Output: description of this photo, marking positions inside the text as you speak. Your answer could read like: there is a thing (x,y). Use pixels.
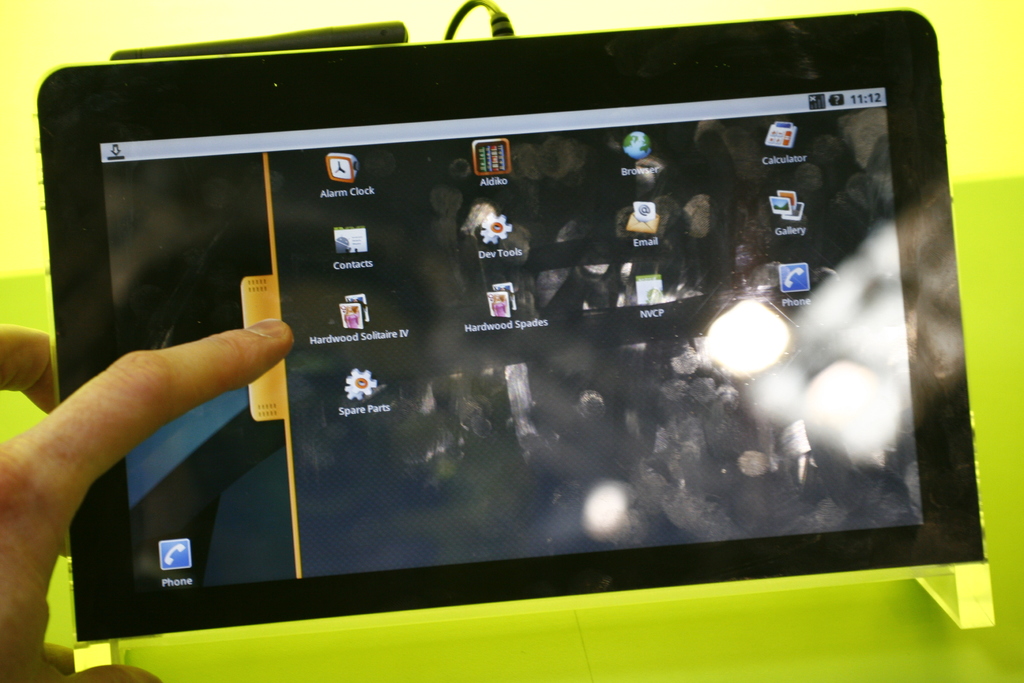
In the image we can see a gadget (273,105), parrot green color surface (615,613), cable wire (447,30) and human fingers (28,446).
